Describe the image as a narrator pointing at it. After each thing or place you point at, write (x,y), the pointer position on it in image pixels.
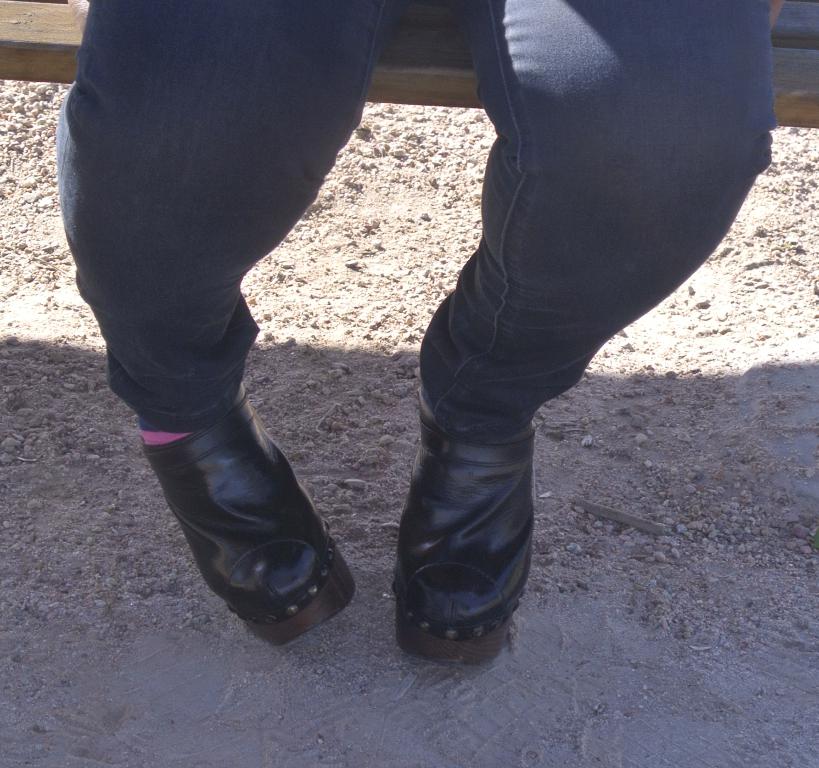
In this image we can see a person (184,91) wearing shoes (503,469) is sitting on a bench (434,33) placed on the ground (632,545).
